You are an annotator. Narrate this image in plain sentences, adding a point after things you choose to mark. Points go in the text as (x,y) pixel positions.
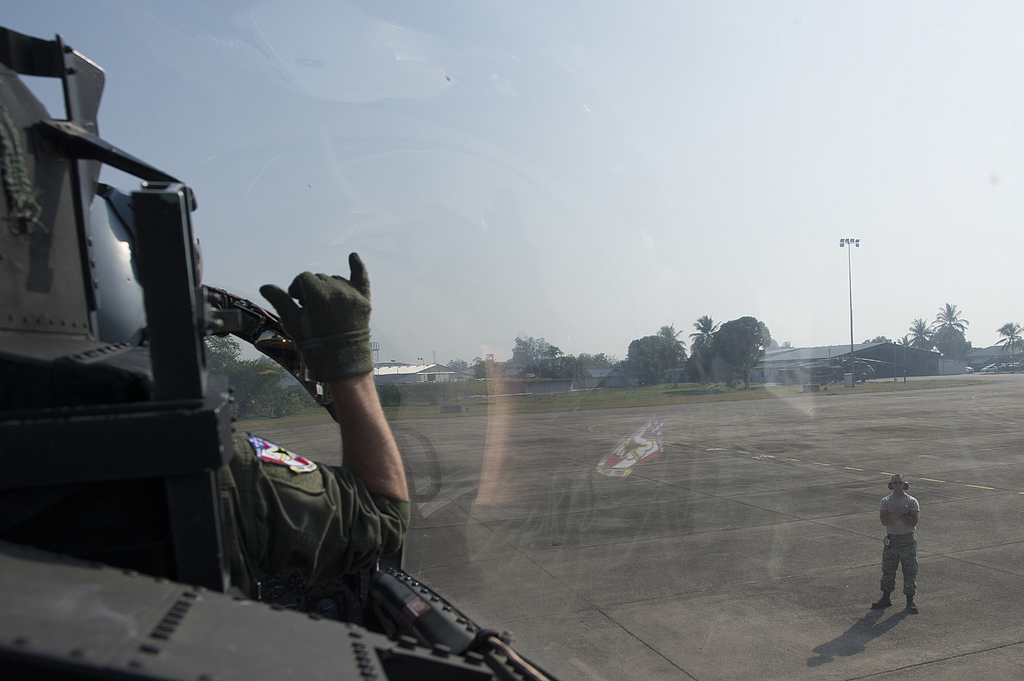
In this picture I can observe a person (900,549) standing on the runway (865,522) on the right side (890,543). On the left side (266,457) I can observe a person (316,495). In the background (455,353) there are trees (729,352) and sky (596,148).
